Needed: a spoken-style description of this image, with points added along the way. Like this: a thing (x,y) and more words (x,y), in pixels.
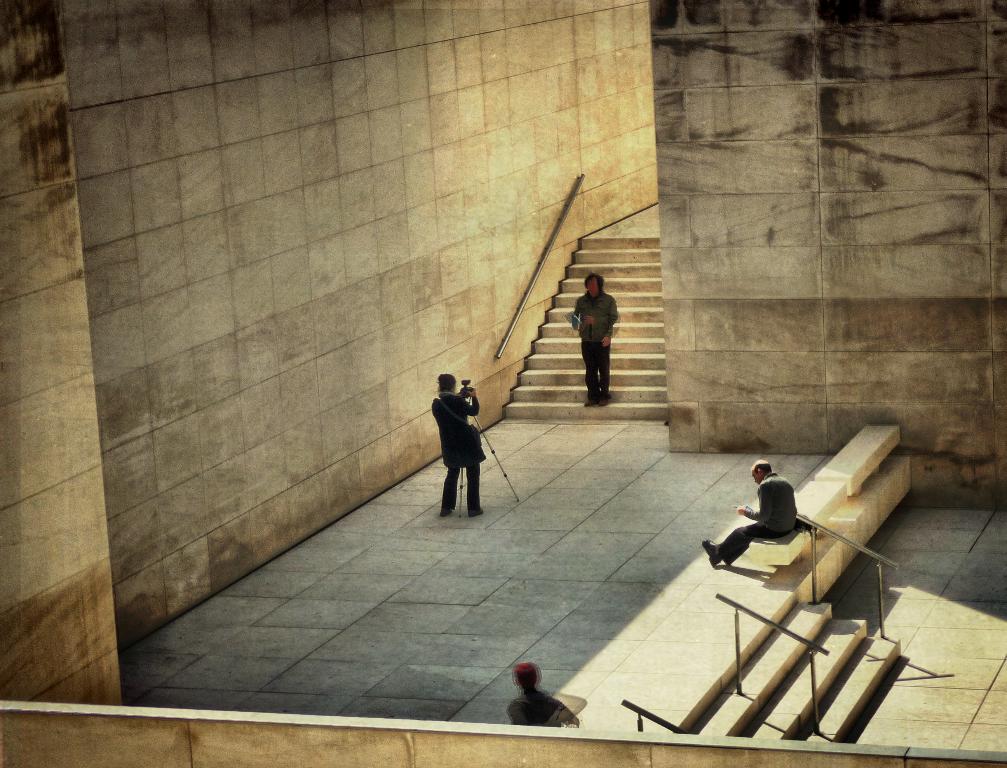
In this image there is a man (788,521) sitting, he is holding an object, there is a man (613,325) standing on the stairs (631,317), there is a woman (472,412) standing, she is holding a camera (470,379), there is a stand (519,502), there is a person (528,675) walking, there is a wall (416,748) towards the bottom of the image (403,747), there is a wall (721,149) towards the top of the image (670,141), there is a wall (52,265) towards the left of the image (10,250), there is floor (962,576) towards the right of the image (975,577), there is a wall (539,29) towards the top of the image (668,45).
